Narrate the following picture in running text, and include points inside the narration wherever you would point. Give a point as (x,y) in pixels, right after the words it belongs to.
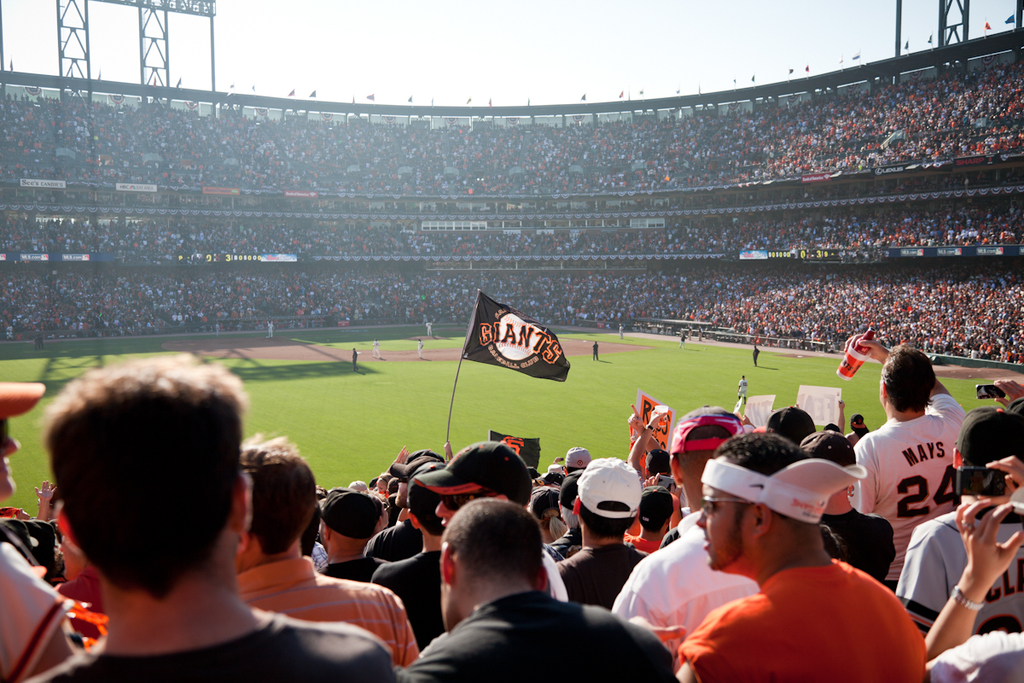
In this image, I can see a crowd (992,543) in the stadium (530,302) and a group of people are playing a game on the ground (534,386). In the background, I can see metal rods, flagpoles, some objects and the sky (756,19). This picture might be taken in a day.
